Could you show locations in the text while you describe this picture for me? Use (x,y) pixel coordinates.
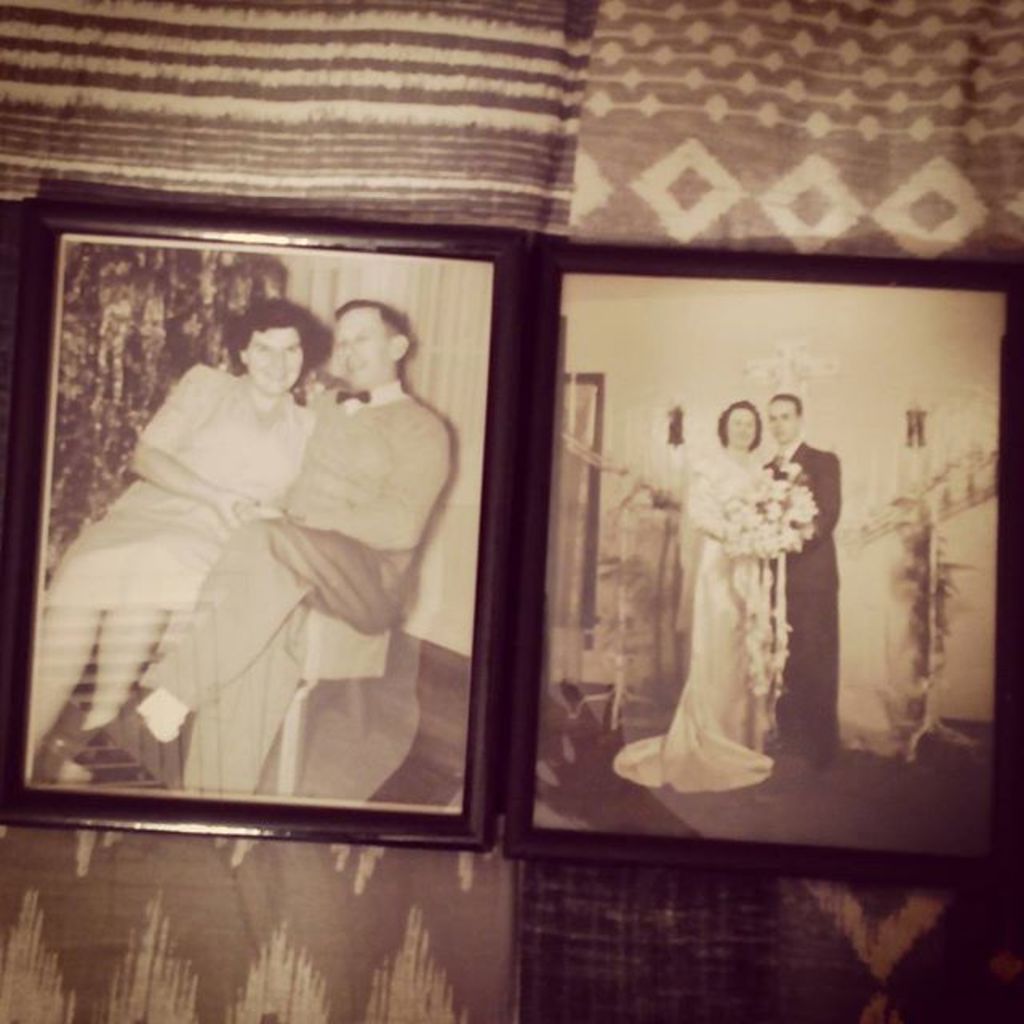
In this image there are photo frames (481,615) and there are mats (497,907).
